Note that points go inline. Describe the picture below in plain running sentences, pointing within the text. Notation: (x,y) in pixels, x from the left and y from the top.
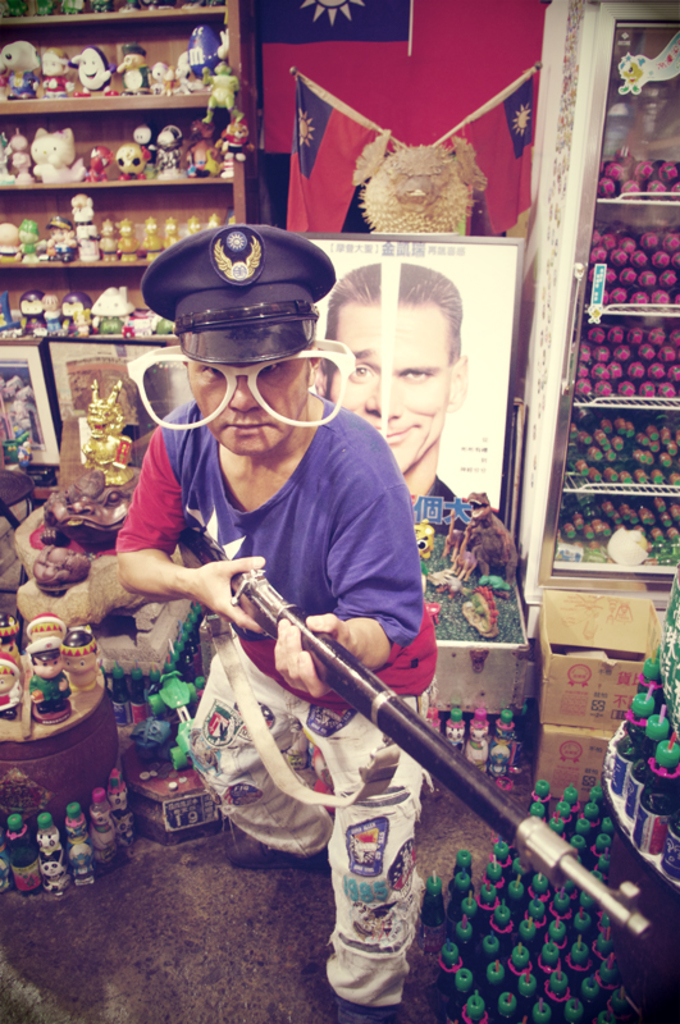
In this picture we can see a person (327,725) is standing and holding a gun (266,618) in the front (340,691), in the background (156,113) there are some shelves (159,121), we can see toys (124,75) placed on these shelves (155,33), there are flags (391,94) and a photo frame (467,363) in the middle (443,418), we can also see some toys (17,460) at the bottom (166,689).
